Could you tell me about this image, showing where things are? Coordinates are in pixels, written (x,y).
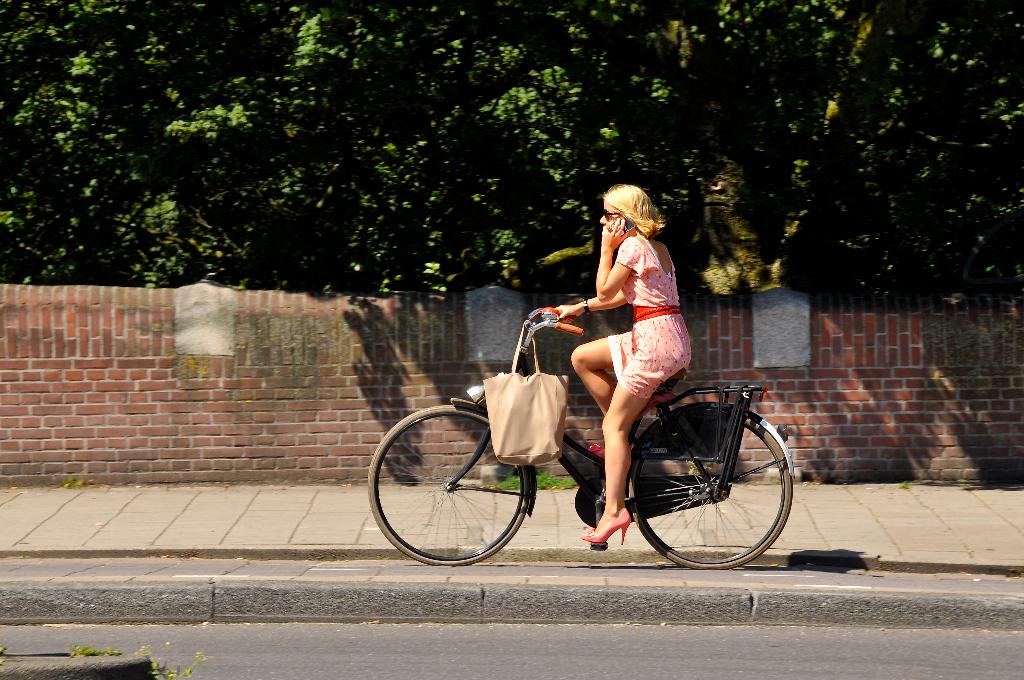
In this image we can see a woman (600,445) riding a bicycle (716,427) while talking on the mobile phone (630,224). In the background of the image (737,194) we can see trees (362,149) and a brick wall (297,348).
